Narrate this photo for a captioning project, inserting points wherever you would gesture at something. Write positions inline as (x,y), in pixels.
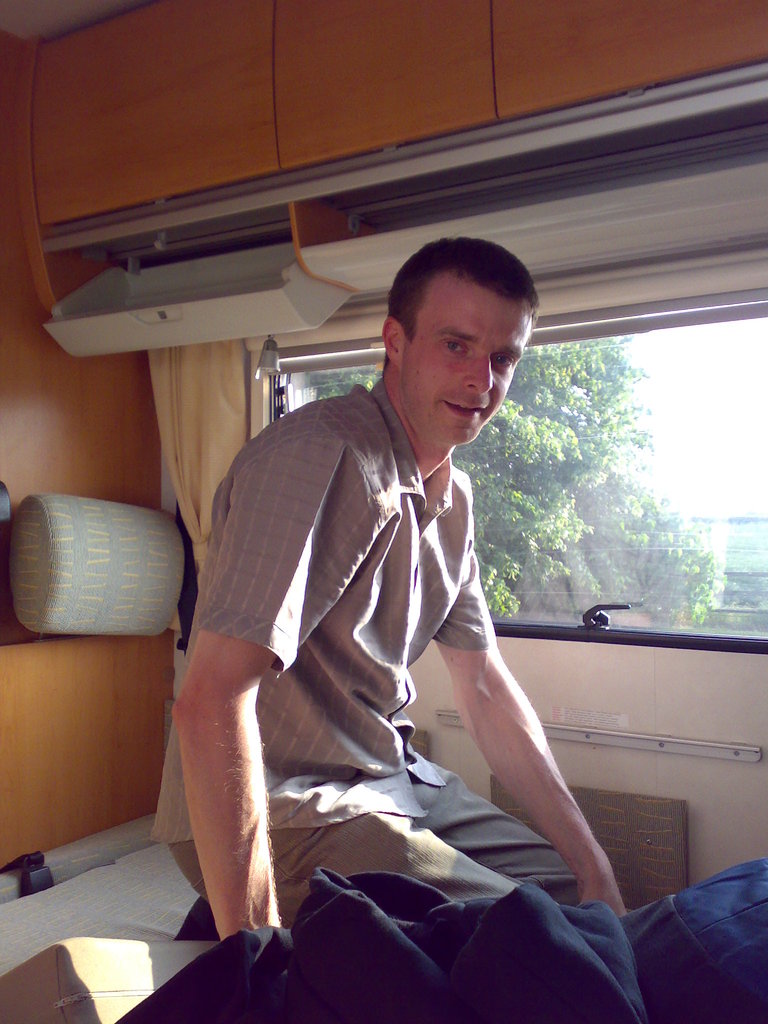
In this image we can see one man (333,624) sitting on the bed (196,892) in the vehicle (113,950), one glass window (742,525), one light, one blanket (429,892), some objects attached to the wall (79,712) in the vehicle (3,546), one pillow (158,580), one curtain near to the window (755,518), there is the sky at the top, some trees (557,531) are on the surface (724,559) and some objects (727,570) are on the surface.
